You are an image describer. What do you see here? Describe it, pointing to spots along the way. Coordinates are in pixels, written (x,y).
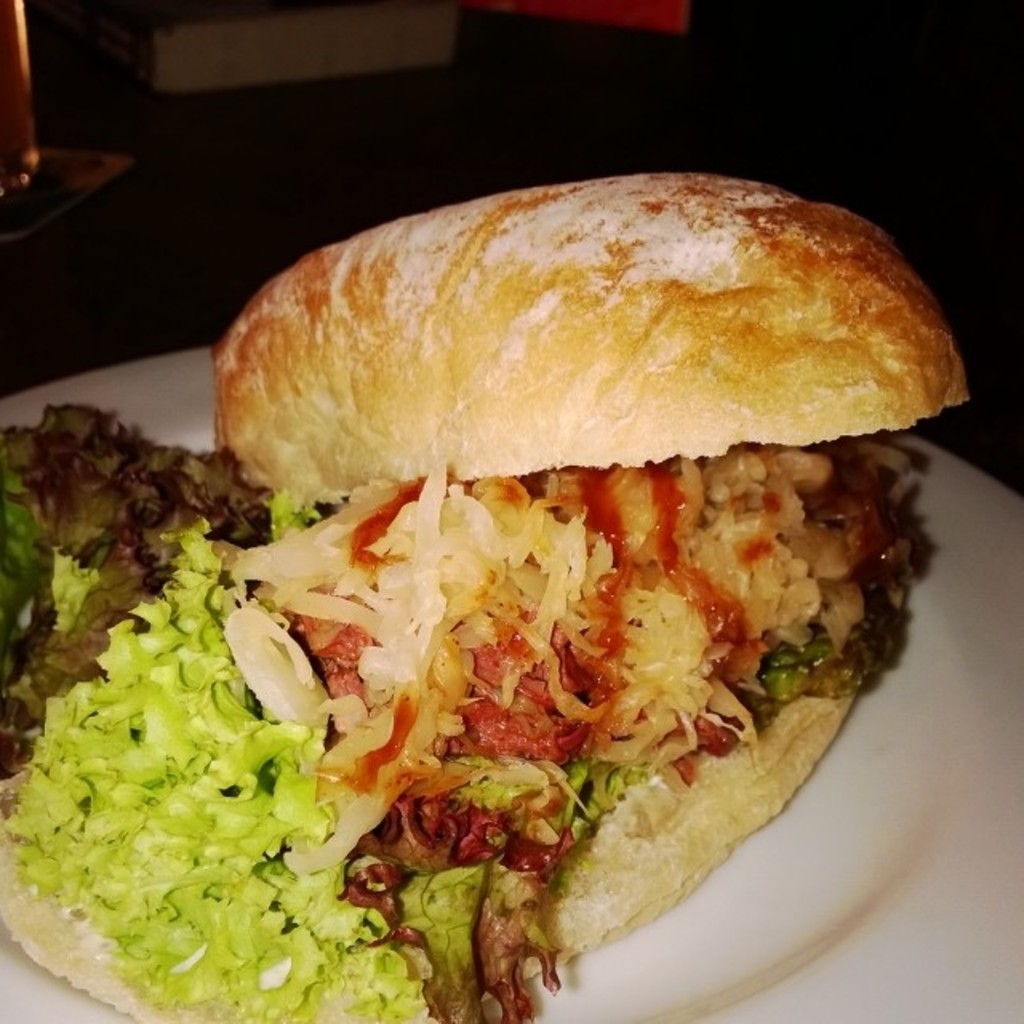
In this picture we can see bread (570,280), meat (327,648), cabbage (738,534), lettuce (217,877) and other vegetables (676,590) on the white plate (821,934). In the back (512,115) we can see the table (574,107) near to the wall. On the left (5,105) there is a glass (23,131).
